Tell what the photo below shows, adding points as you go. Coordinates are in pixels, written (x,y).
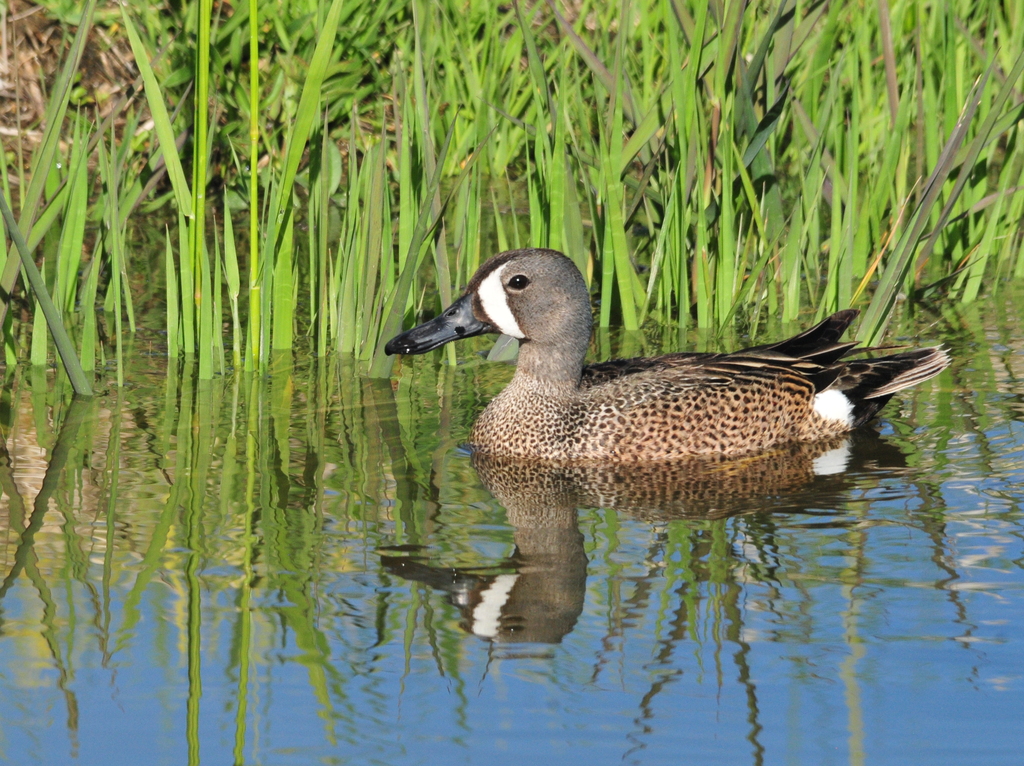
In this picture we can see there is a duck (563,407) in the water (648,525). Behind the duck (584,406) there are plants (959,56). On the water (479,684), we can see the reflection (590,706) of the sky (820,710).
